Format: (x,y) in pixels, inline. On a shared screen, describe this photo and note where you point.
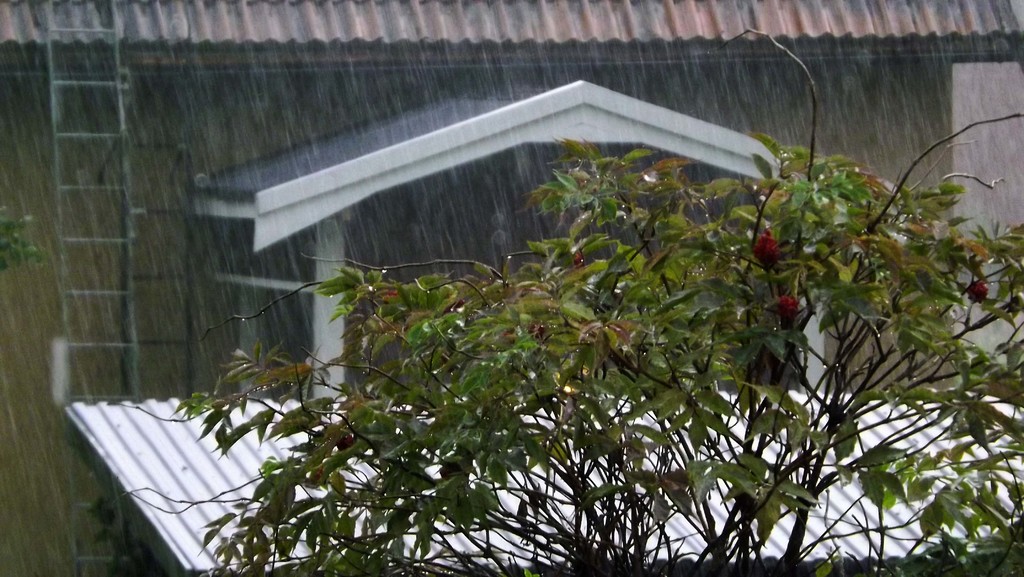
In this image we can see a plant (680,455) with flowers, house (149,320), ladders (132,314), metal sheet (205,463) and the rain (292,252) is raining.
